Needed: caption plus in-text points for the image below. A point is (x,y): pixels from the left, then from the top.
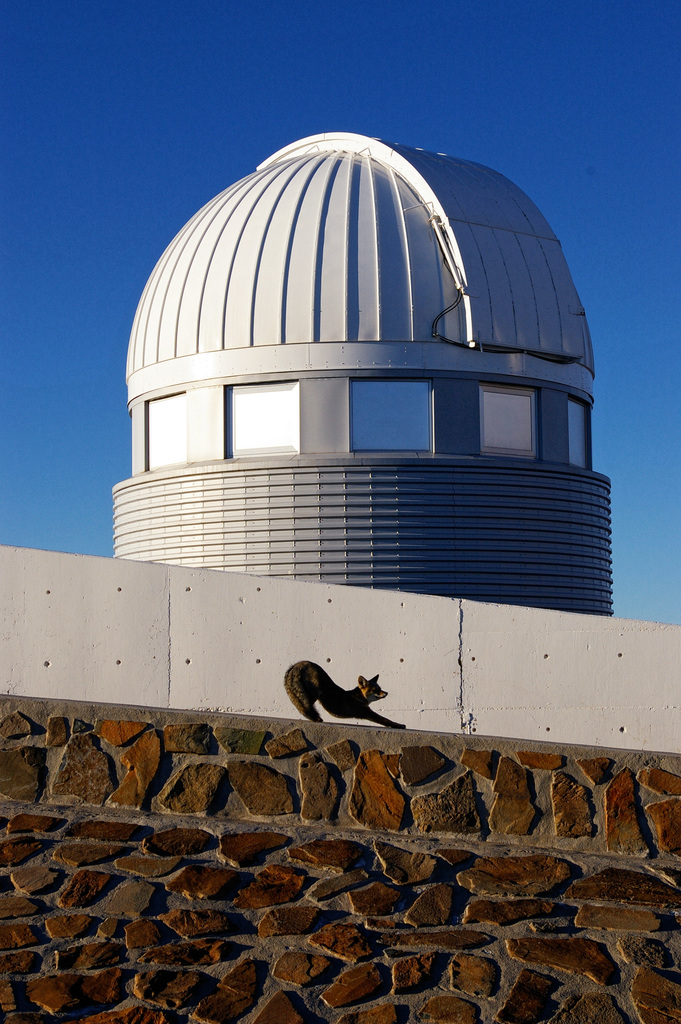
In this image I see the architecture (297,466) over here which is of white in color and I see the wall (73,977) over here and I see an animal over here and I see the blue sky (229,180) in the background (675,483).
